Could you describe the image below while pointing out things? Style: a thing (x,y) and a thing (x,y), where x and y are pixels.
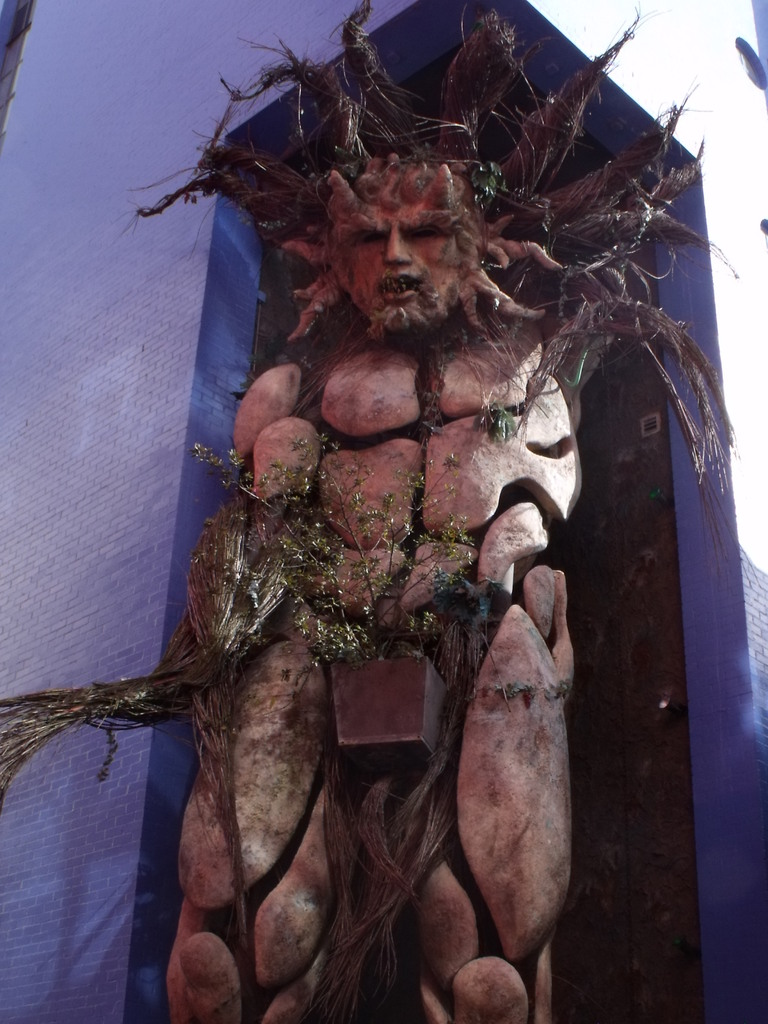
In this image we can see statue (455,765), plant (408,620) and purple walls (108,496).
